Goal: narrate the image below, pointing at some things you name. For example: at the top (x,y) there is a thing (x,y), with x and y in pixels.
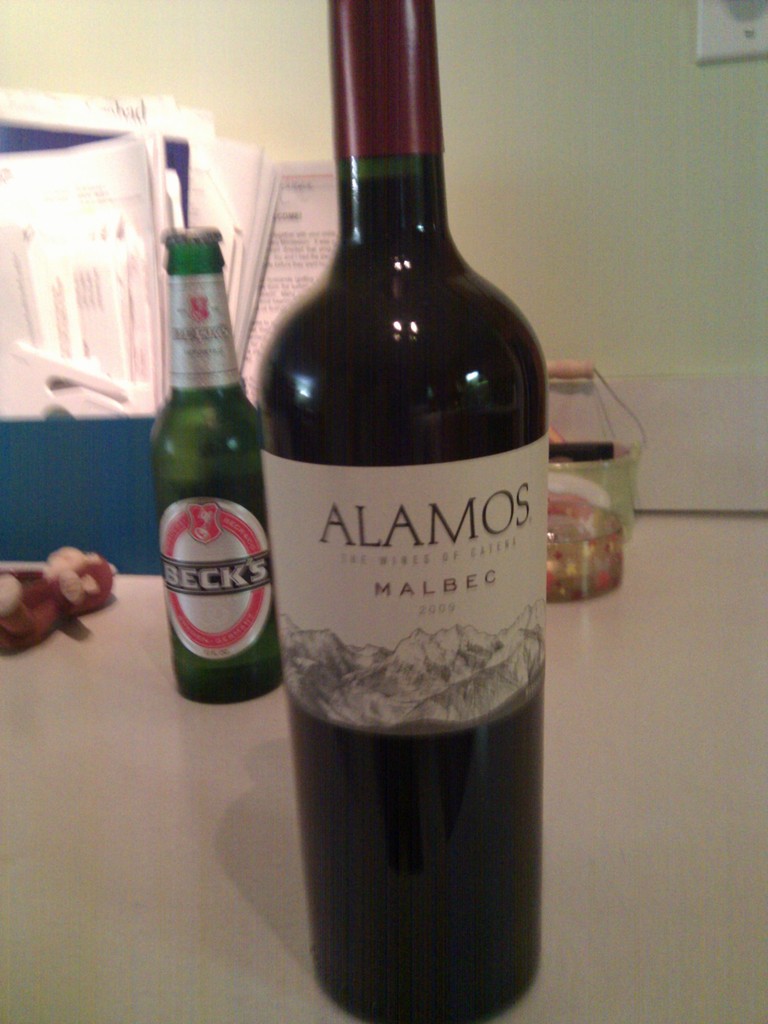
In this image, There is a table (644,724) which is in white color on that table (115,727) there are some green color bottles (362,740) kept, In the background (78,494) there is a blue color box (67,497) and there is a white color wall (603,263).
